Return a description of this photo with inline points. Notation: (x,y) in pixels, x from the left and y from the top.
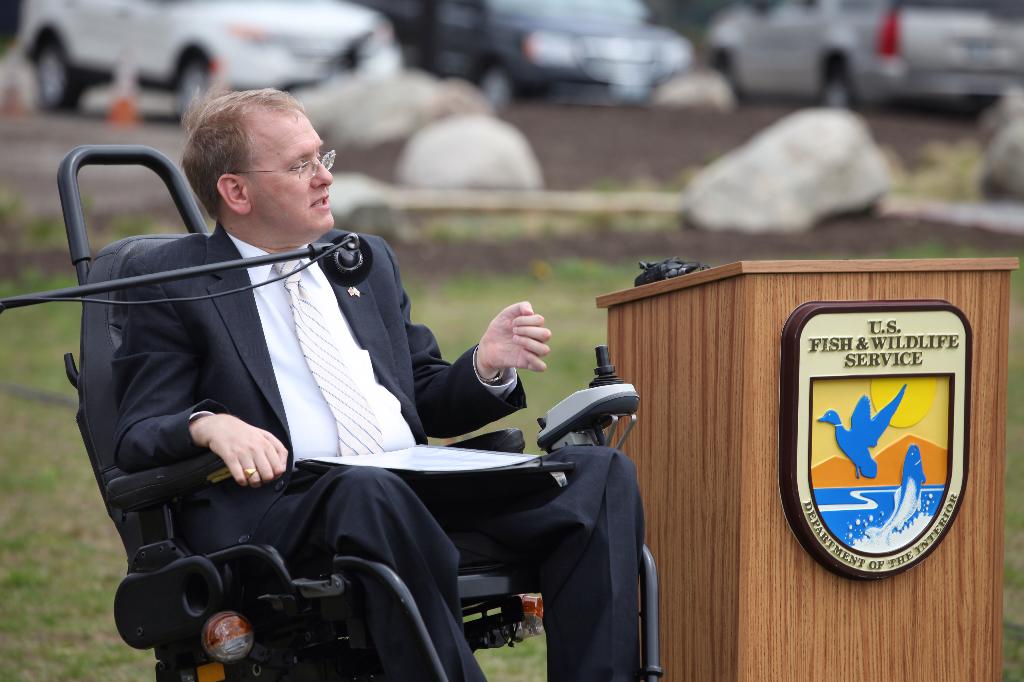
In this image we can see a person (257,388) wearing blazer (229,341) is sitting on the wheelchair (536,584). There is a mic (361,256) in front of him and podium (696,342) beside him. In the background (777,59) we can see many cars (649,54).
